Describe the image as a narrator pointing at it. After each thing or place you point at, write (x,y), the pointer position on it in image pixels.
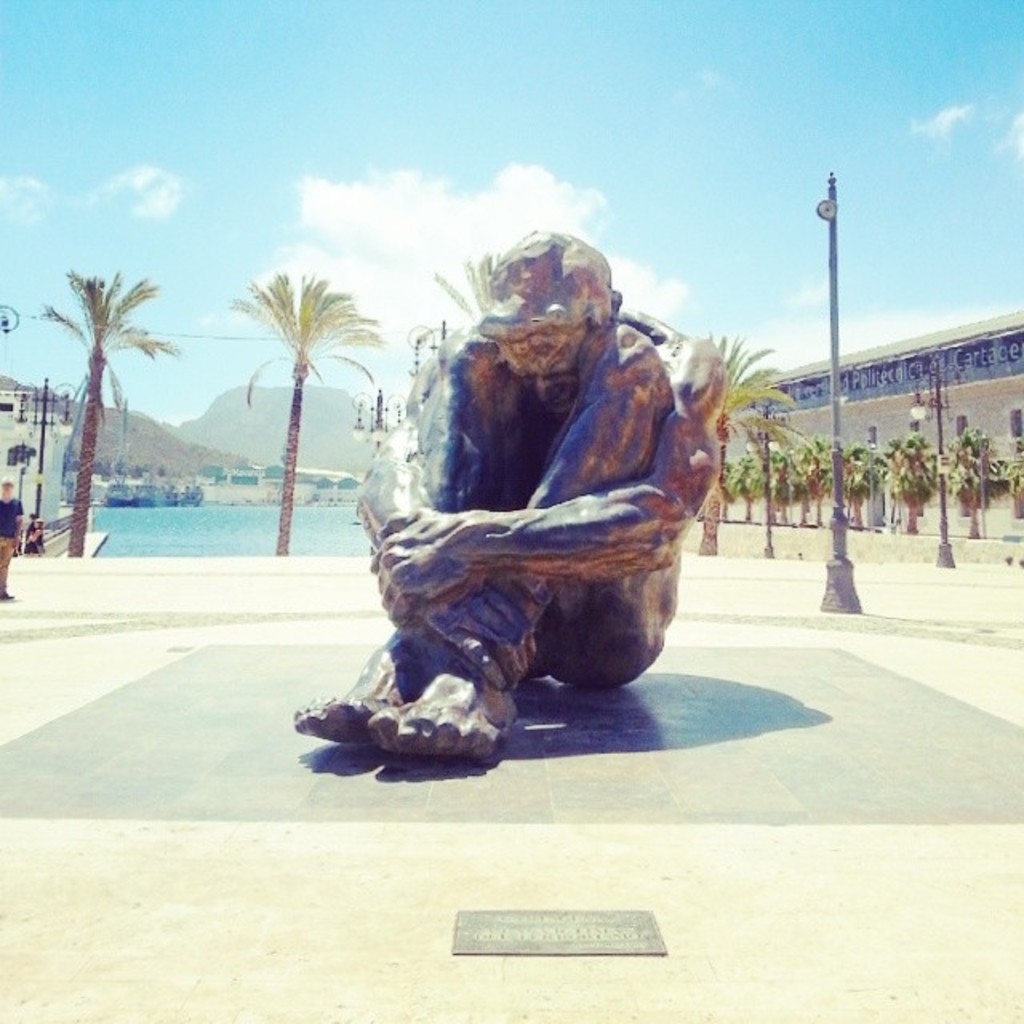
In this image we can see the mountains (145,430), two buildings (980,420), some trees (747,442), one person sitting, some lights (400,419) with pole (380,419), one man (15,545) standing, some objects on the water (179,524) looks like boats (113,500), some objects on the ground (193,768), one wire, one statue (523,548) on the floor (350,775), one board (529,941) with text (595,934) near the statue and at the top (428,226) there is the sky (317,243).
